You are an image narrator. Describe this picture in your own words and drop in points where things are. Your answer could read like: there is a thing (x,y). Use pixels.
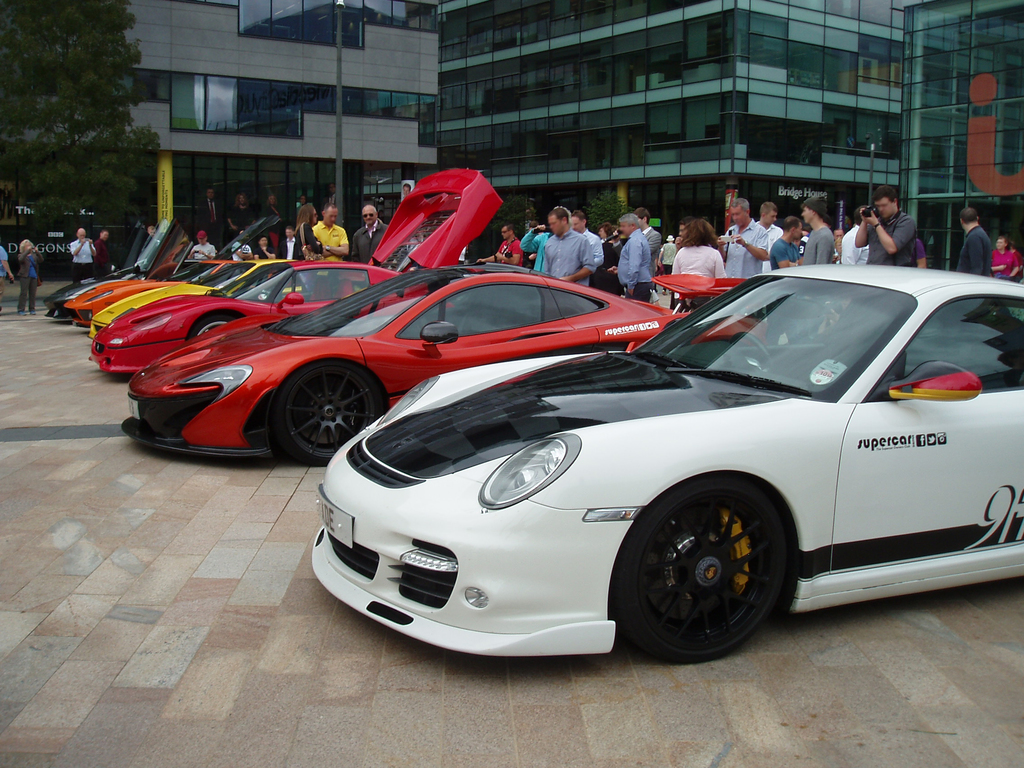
In this image we can see cars (601,550) on the road (423,761). In the background (112,150) we can see few persons (894,198) are standing and among them few persons (547,263) are holding objects (509,252) in their hands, trees (75,133), poles (167,175), buildings (389,71), windows (534,81) and glass doors (218,172).
